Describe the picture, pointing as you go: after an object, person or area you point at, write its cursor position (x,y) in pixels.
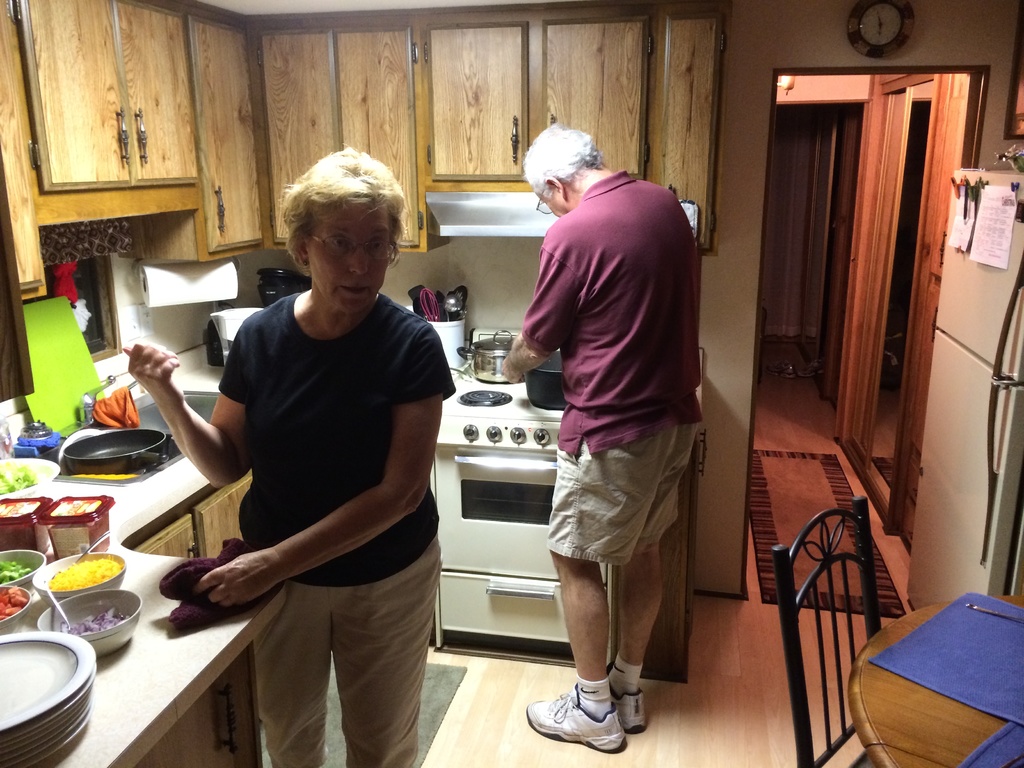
In this picture we can see a woman (365,569) and a man (536,730) standing on the floor (494,743). This is chair (793,662) and there is a table (939,723). Here we can see some bowls (59,464), and vessels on the platform (124,702). These are the plates (59,642) and there is some food (69,581). And this is cupboard (294,105) and there is a curtain (774,246). And this is the clock (871,42).
